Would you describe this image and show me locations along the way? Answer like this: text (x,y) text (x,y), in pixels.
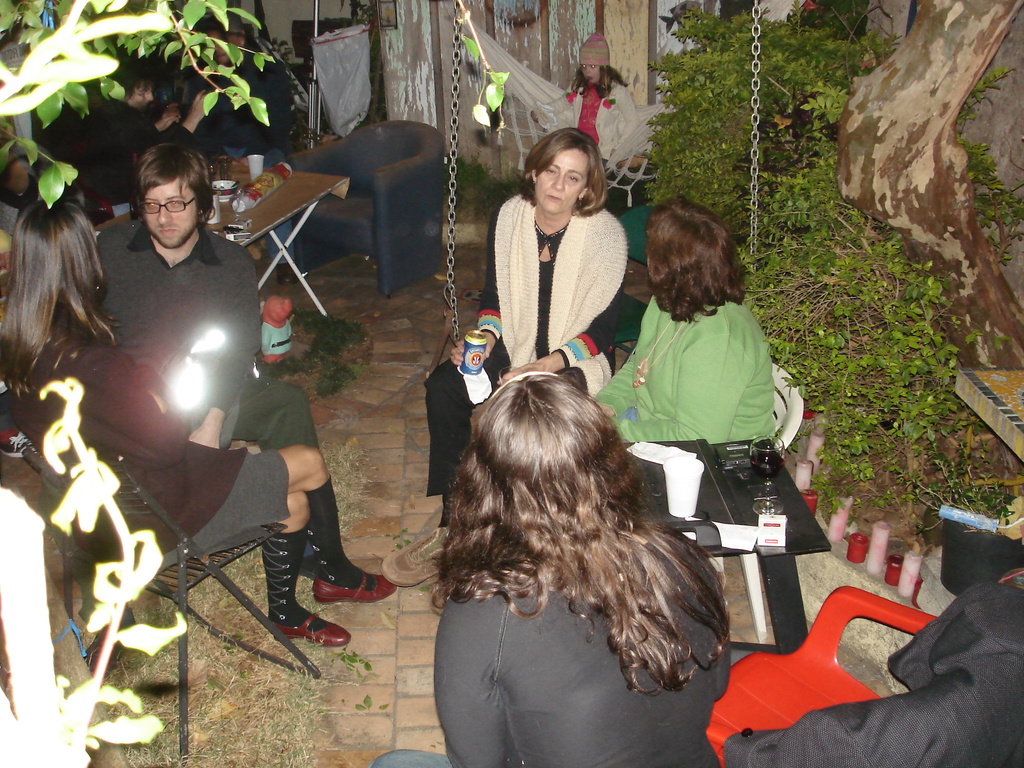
In this image I can see few people (466,468) are sitting on the chair (224,571). We can see glass (767,471), cup (694,488), paper (734,527) and some objects (694,519) on the table (731,476). Back Side I can see person (568,117) is sitting on the swing (535,100). We can see trees (873,122) and wooden wall (547,41).
